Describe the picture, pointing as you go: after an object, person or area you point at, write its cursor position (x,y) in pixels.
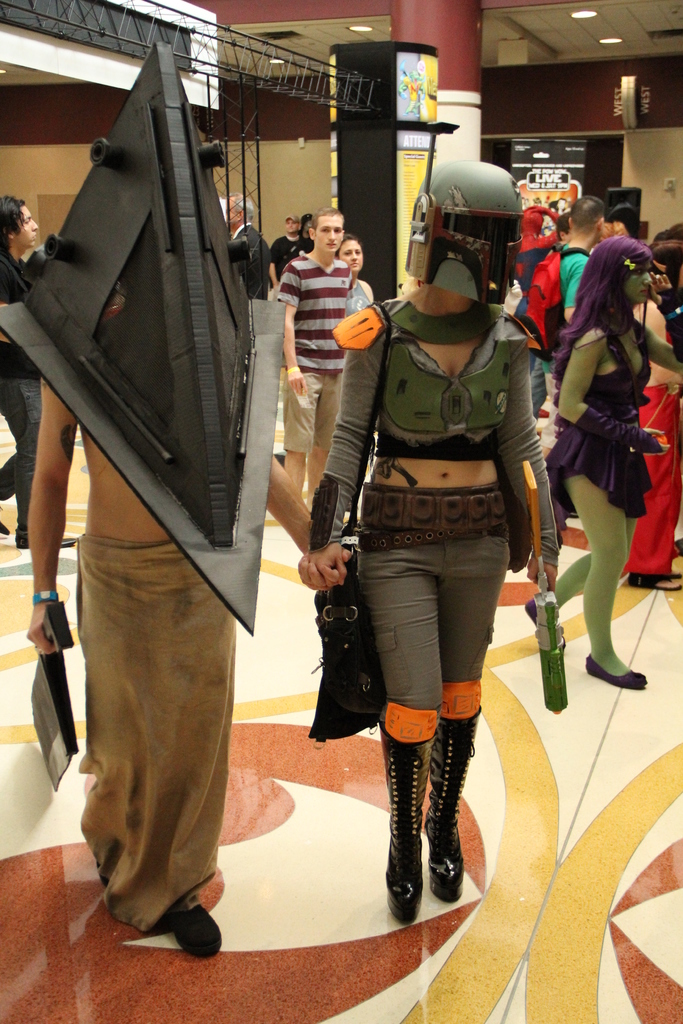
In this image we can see a woman (492,430) wearing the helmet (497,188) and holding an object (545,684) and standing on the floor (485,927). We can also see a person (159,586) with an object (139,367). In the background (655,309) we can see the people (655,309). We can also see the rods (267,53), pillar (447,101), wall (677,194), banner (552,163) and also the ceiling (521,28) with the ceiling lights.
